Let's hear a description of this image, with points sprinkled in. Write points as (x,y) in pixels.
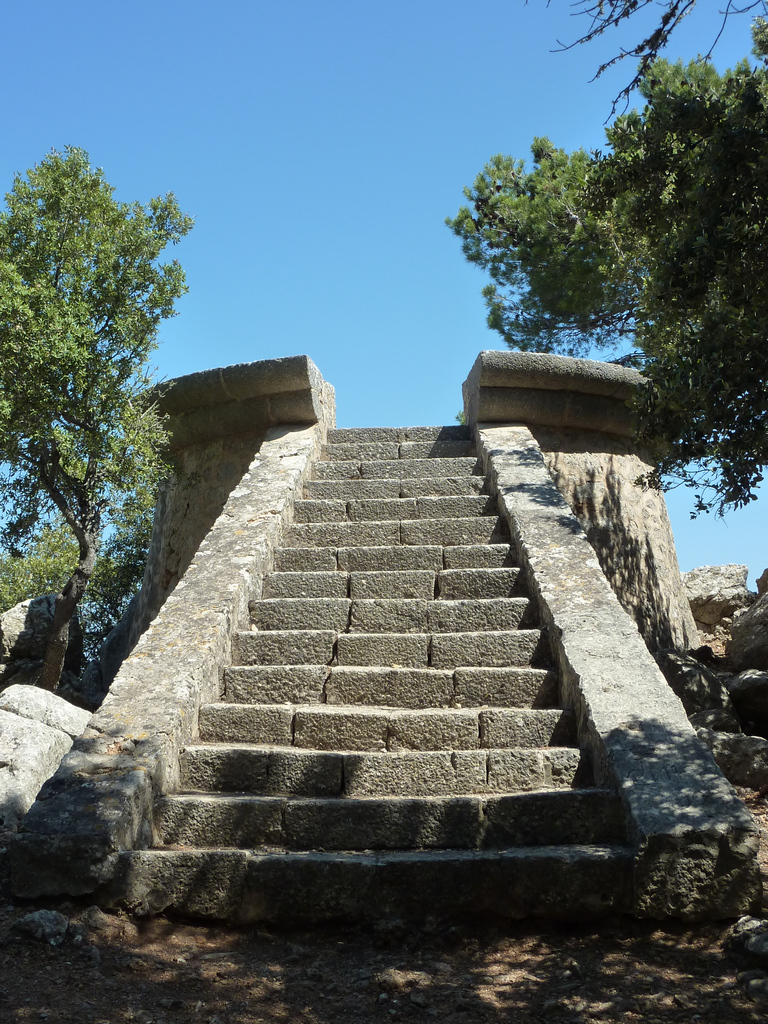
In this image we can see the stairs (290,629). And we can see the trees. And we can see the sky (310,199). And we can see the rocks (726,585).
